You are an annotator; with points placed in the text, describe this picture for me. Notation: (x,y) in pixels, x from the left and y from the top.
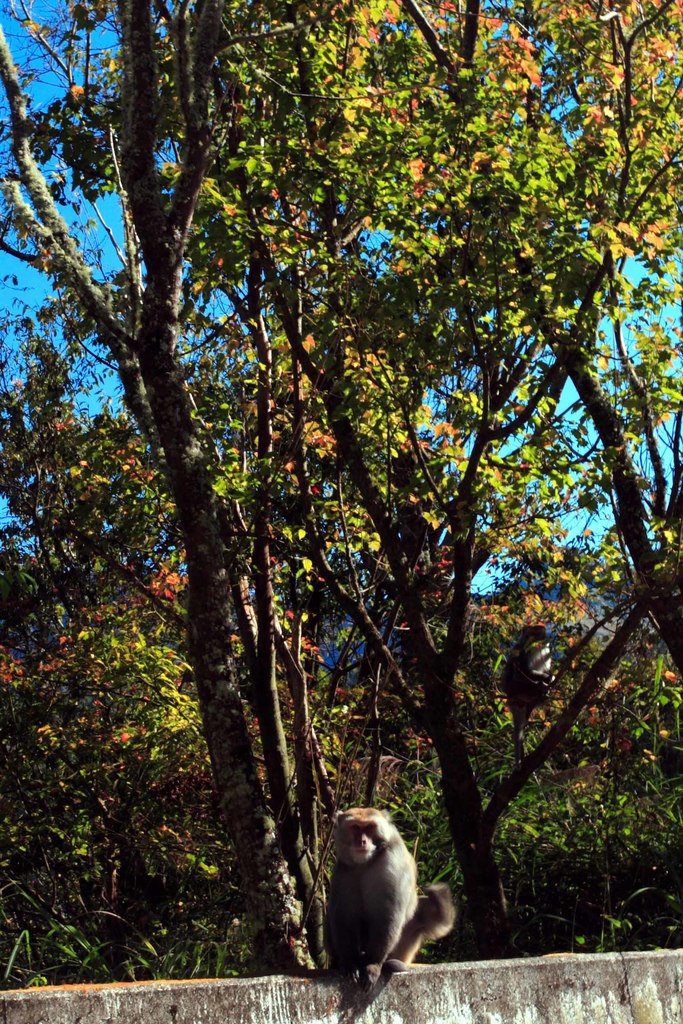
In this image there is a wall (406,999) in the foreground (484,964). There is a monkey (398,933). There are trees (566,702). We can see another monkey (519,749). There is sky (527,429).
